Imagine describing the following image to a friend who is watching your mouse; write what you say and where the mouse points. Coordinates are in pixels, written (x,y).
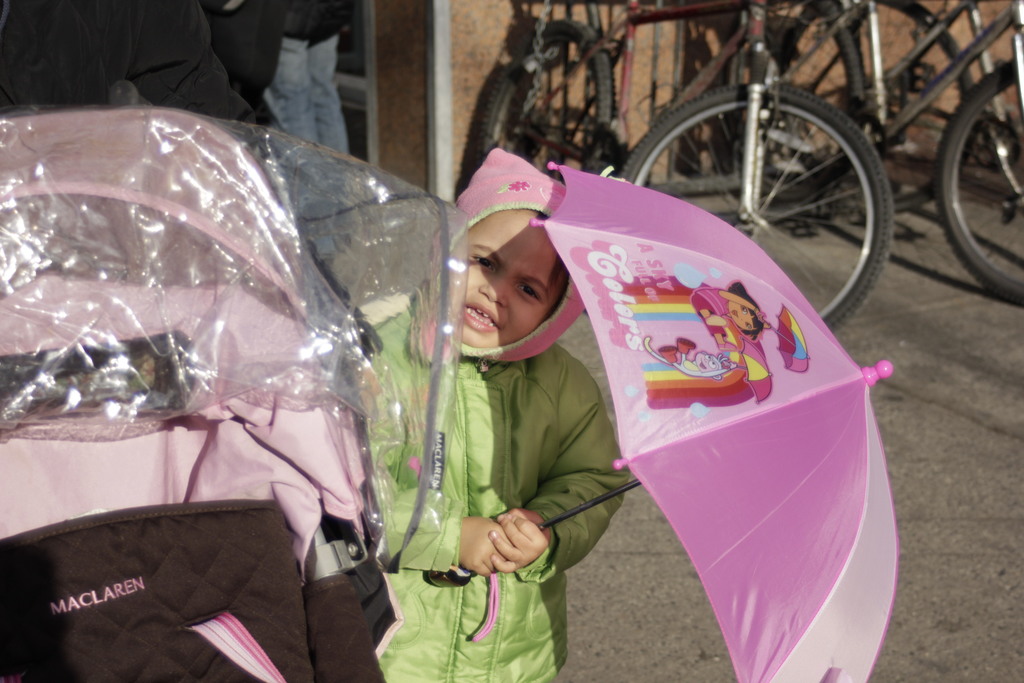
In the image in the center (544,439) we can see one kid (501,545) standing and holding pink umbrella (769,404) and wearing green color jacket (512,435). On the left side of the image (236,299), there is a plastic cover (230,314) and one pink and black color object (245,544). In the background (430,15) there is a wall (488,36), road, cycles (785,117) and few people (332,73) were standing.
